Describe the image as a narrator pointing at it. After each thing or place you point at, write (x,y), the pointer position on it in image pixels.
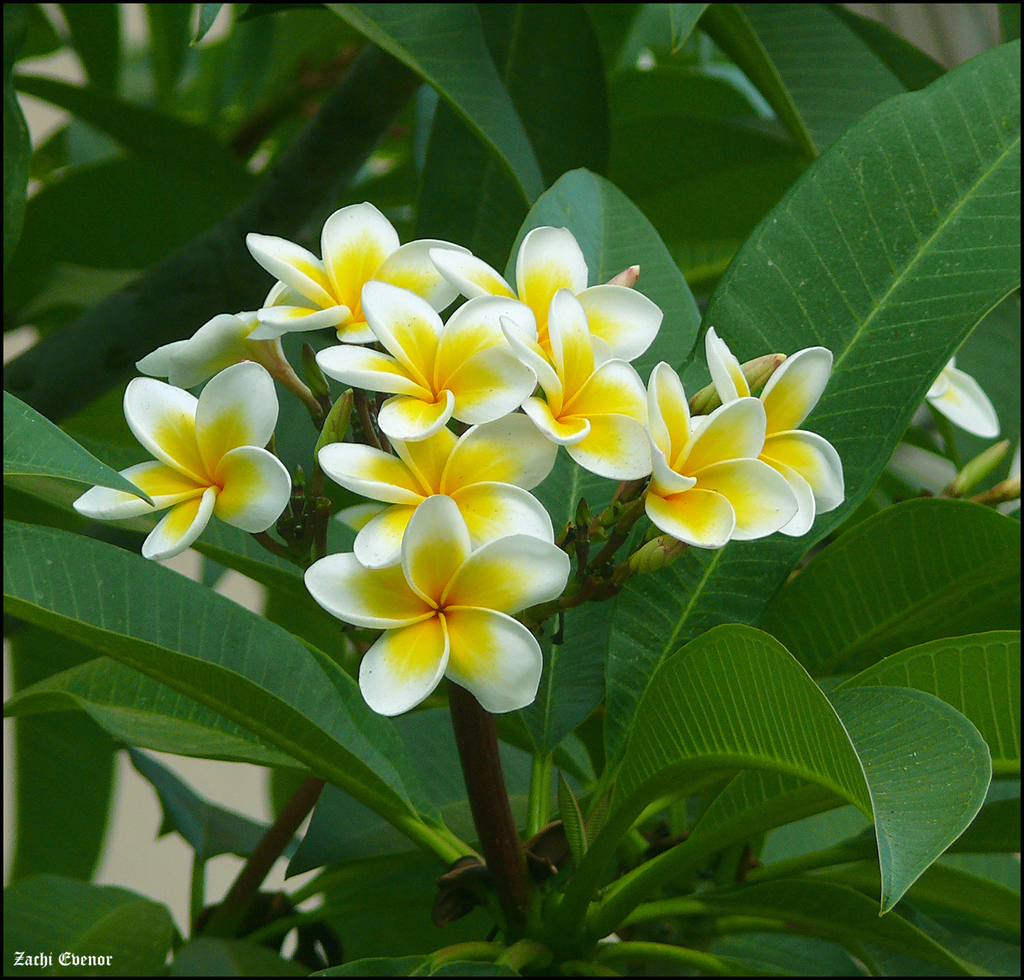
In this image, we can see some plants (664,203) and flowers (451,480). We can also see some text (74,952) on the bottom left corner (85,959).
